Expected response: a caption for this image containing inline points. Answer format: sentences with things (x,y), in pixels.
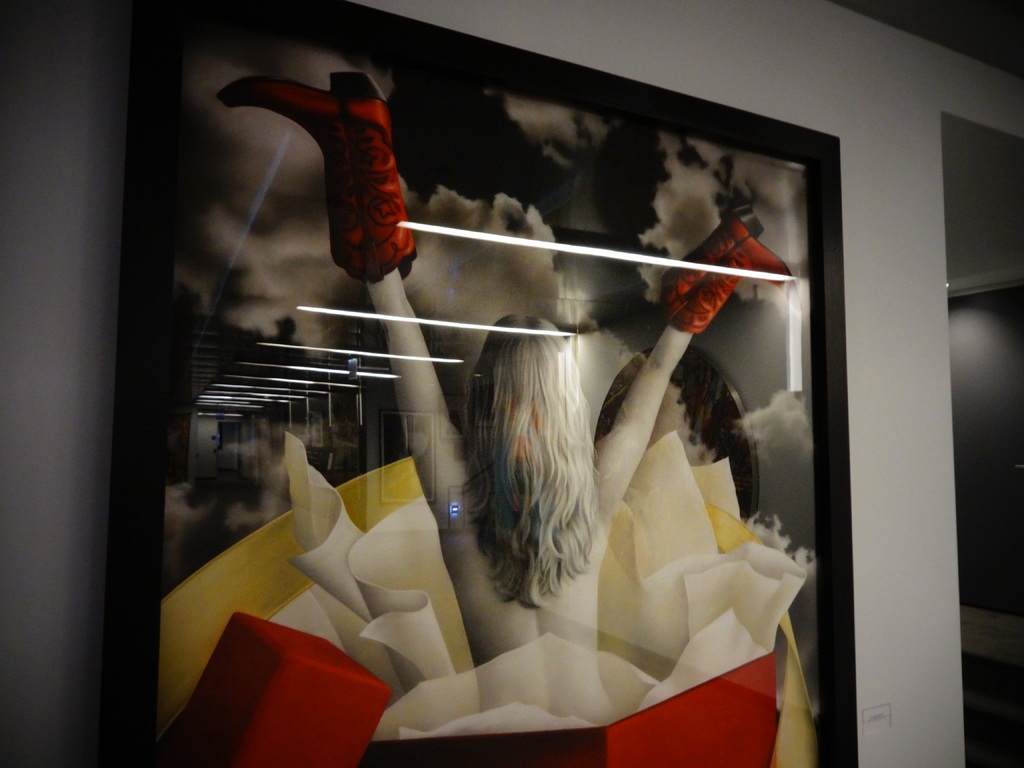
In this image we can see a photo (561,445) on a wall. There are lamps reflections (453,361) on the photo (441,279). A lady (396,351) on a photo (447,332).
